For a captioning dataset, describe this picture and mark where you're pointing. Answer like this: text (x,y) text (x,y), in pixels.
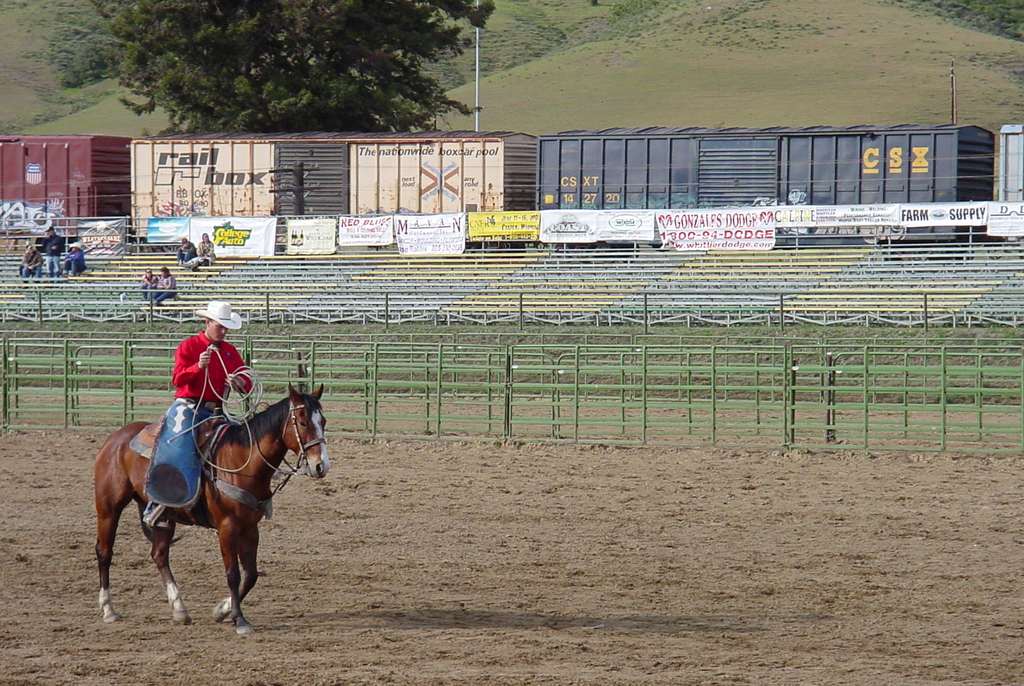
In this image I can see a man (190,453) is sitting on a brown colour horse (227,524). I can see he is holding a rope (233,394) and I can see he is wearing red colour shirt (184,375) and white colour hat (227,327). In the background (752,399) I can see Iron bars (377,380), few boards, a tree (434,0), few poles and few more people (168,271) over there. On these boards (439,232) I can see something is written and I can also see train boxes (478,181) in the background (933,176).
